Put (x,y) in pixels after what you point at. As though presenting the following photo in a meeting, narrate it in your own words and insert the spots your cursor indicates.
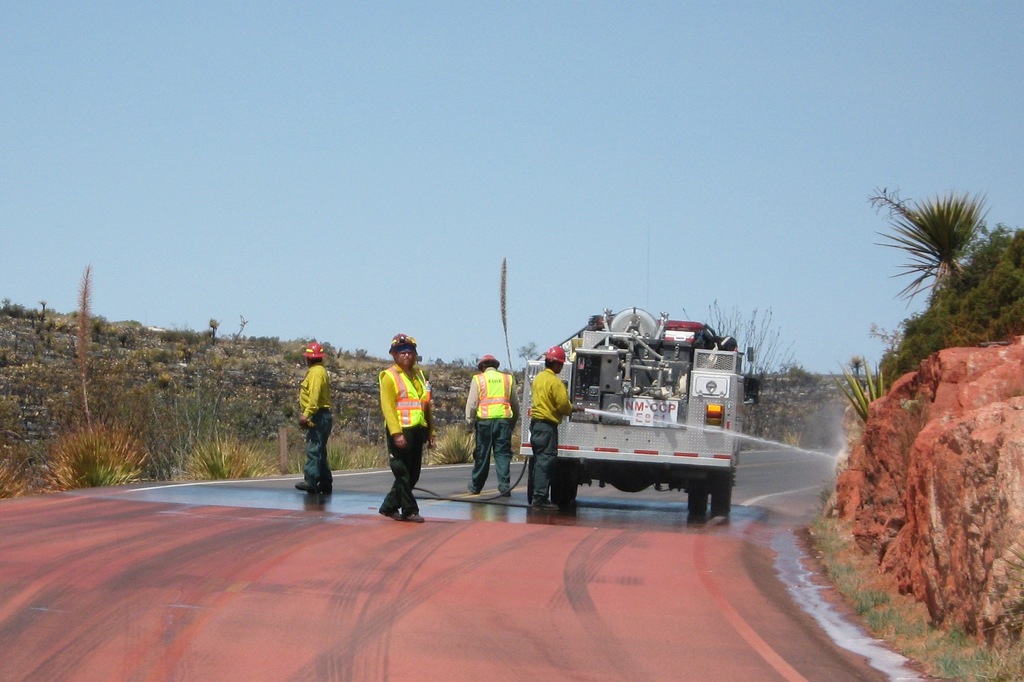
In the foreground of this image (542,442), there is a vehicle (649,456) moving on the road (608,505) and a man (540,448) is holding a water pipe (583,406). On the bottom (206,641), there is some red color on the road (475,625) and we can also see three men (314,431) walking on the road (424,476). On the right (921,501), there is rock (930,451) and few plants (928,324). In the background (225,355), there is greenery (259,370) and the sky (578,72).
